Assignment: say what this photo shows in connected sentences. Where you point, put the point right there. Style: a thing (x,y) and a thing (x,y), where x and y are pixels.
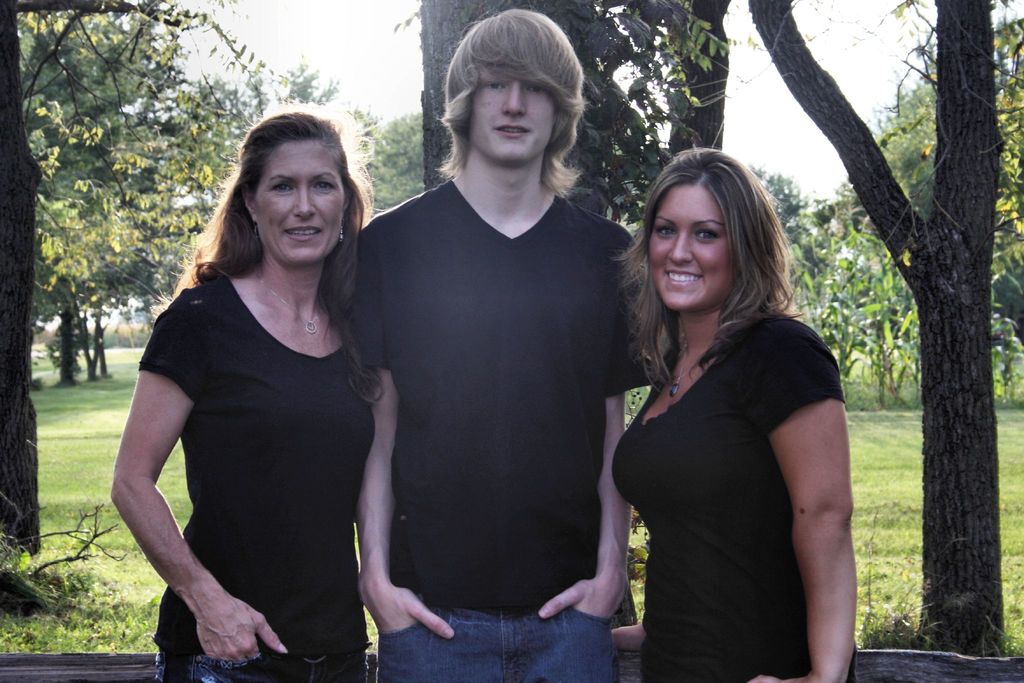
These three people (730,396) are standing. Background (60,221) there are trees (100,234) and grass (869,447).
